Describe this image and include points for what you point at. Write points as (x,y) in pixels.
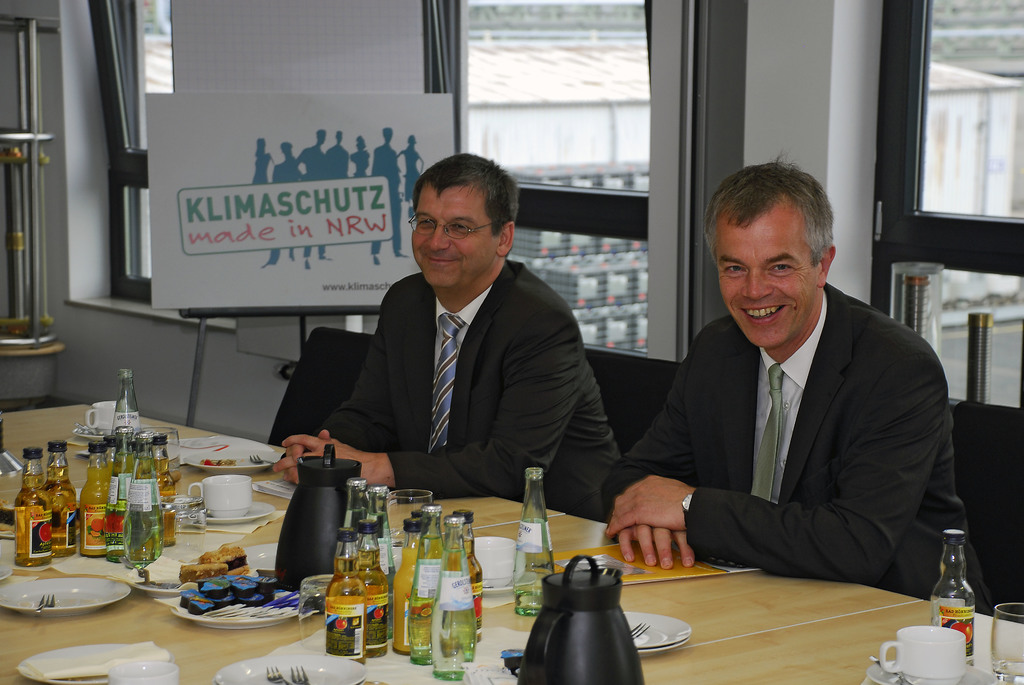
There are two persons (815,355) sitting and smiling on chairs (978,498). In front of them there is a table (151,623). On the table (179,629) there are plates (263,671), forks (278,669), bottles (366,625), kettles (571,645), cup saucer (246,494) and a book (646,571). Behind them there is a board (283,236) with a stand (262,315). And there is a wall (765,97) and window (622,64).
